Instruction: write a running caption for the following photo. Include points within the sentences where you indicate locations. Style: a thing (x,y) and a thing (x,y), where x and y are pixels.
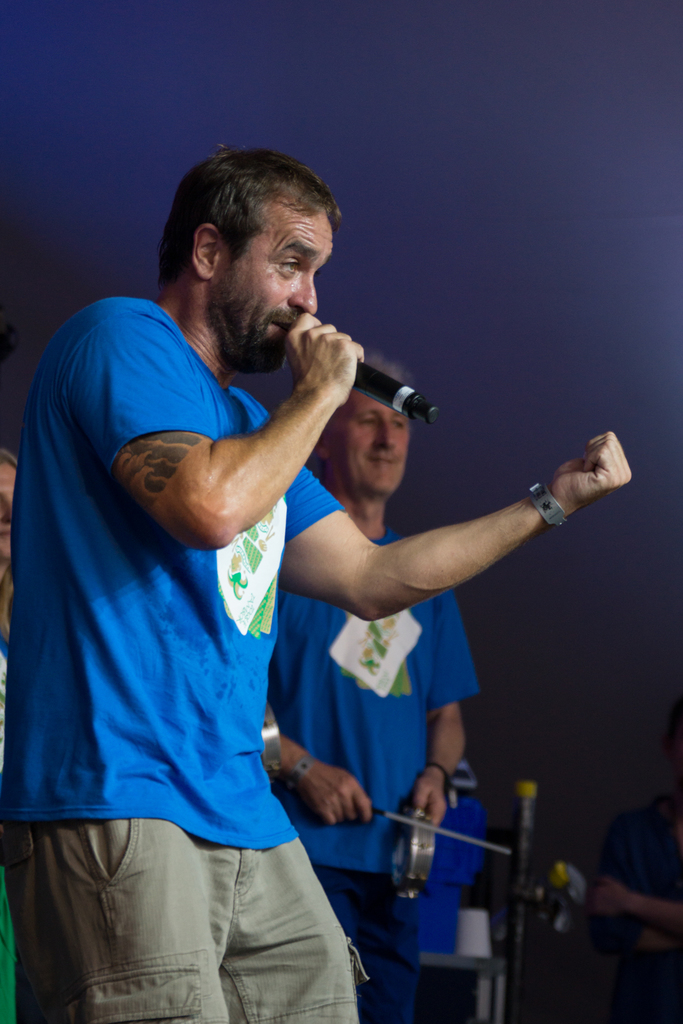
In this image there is a man (110,692) standing. He is holding a microphone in his hand (324,366). Behind him there is a man (347,688) standing and he is playing musical instruments (424,829). Behind them there is a wall (93,120). In the bottom right (642,848) there is a person (610,884) standing.
